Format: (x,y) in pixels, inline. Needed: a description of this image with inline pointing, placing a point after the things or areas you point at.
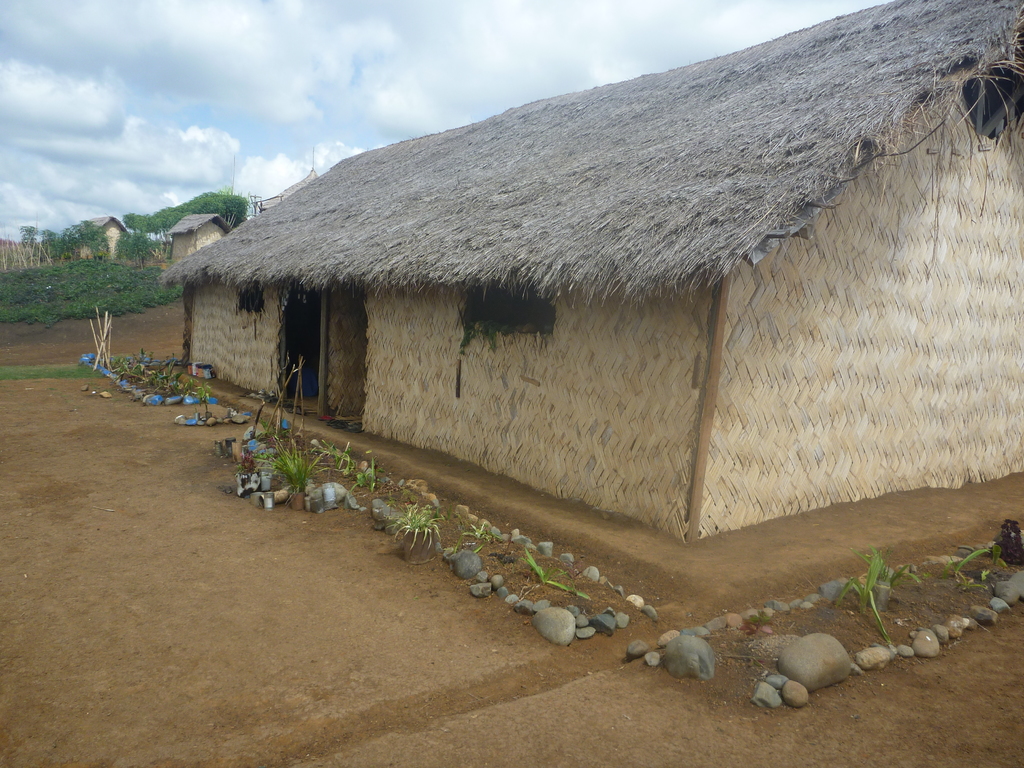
In this image we can see three huts (528,368), one object (305,181) behind the hut (258,229) looks like a hut roof (294,194), two objects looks like poles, some objects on the ground (657,618), some sticks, some stones (238,422), some trees (231,204), some plants (69,304) and grass (84,371) on the ground (230,389). At the top (288,173) there is the cloudy sky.
